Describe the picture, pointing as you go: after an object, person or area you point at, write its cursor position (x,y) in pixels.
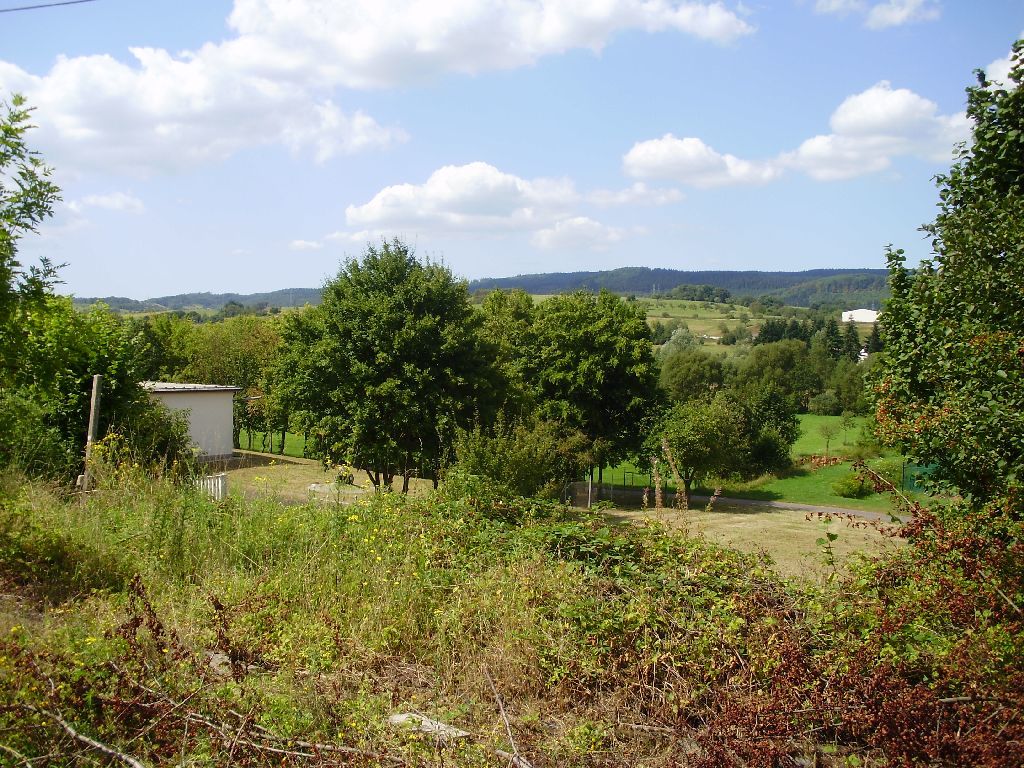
In this image there are trees (10,365), plants (361,624), a house (205,451), mountains (212,298) and the sky (556,215).
